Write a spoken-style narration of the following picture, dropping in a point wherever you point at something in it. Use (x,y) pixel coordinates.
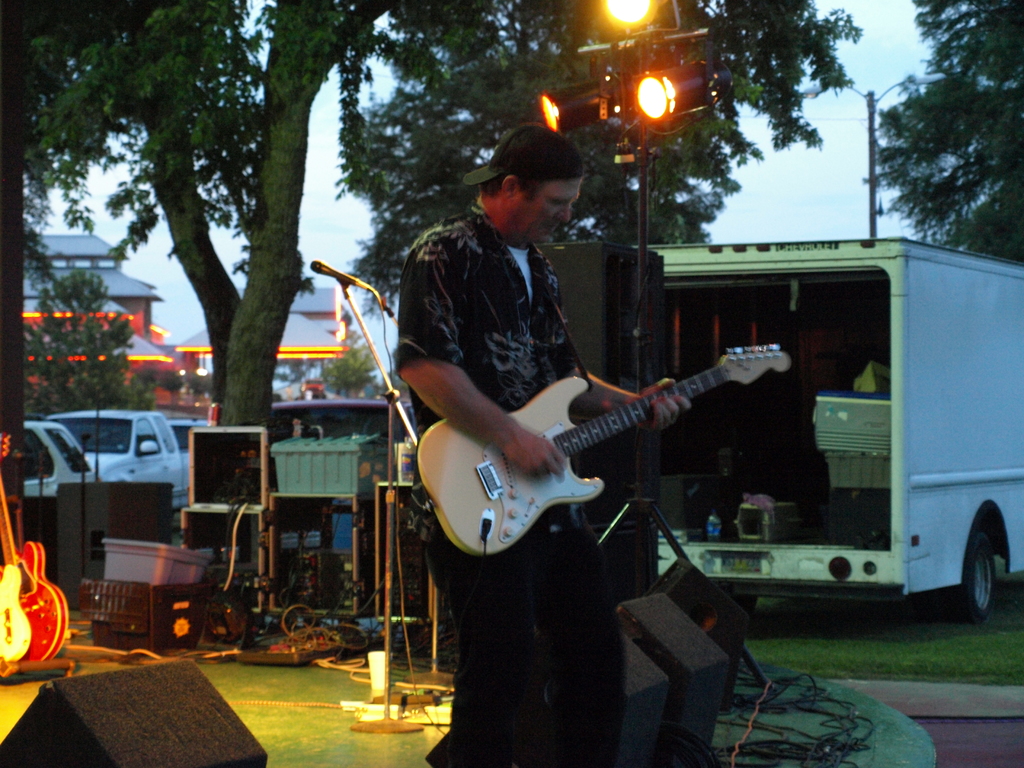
The image is outside of the city. In the image there is a man (497,412) holding a guitar (548,412) and playing it, on right side (904,281) there is a van (920,430) inside the van (770,485) we can see a bottle (717,524), speakers (705,503) and a cloth (766,508) on table (795,514). On left side (30,598) we can see a guitar (44,612), basket (190,565), wires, microphone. In background (235,182) there are some trees (501,53), lights (655,112), electric pole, street light (872,102) and sky (760,185) is on top (772,207) at bottom (980,660) there is a grass (969,660).
